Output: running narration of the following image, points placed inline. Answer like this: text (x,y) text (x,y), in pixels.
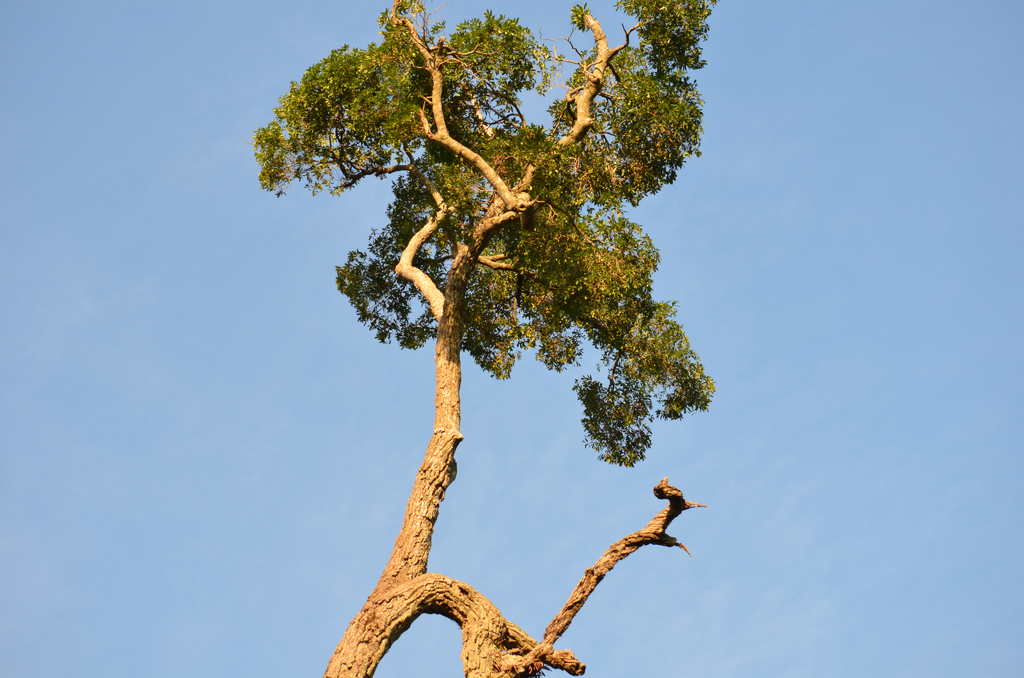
This picture might be taken from outside of the city and it is sunny. In this image, in the middle (577,282), we can see a tree (461,440). In the background (492,396), we can see a sky (956,513).
